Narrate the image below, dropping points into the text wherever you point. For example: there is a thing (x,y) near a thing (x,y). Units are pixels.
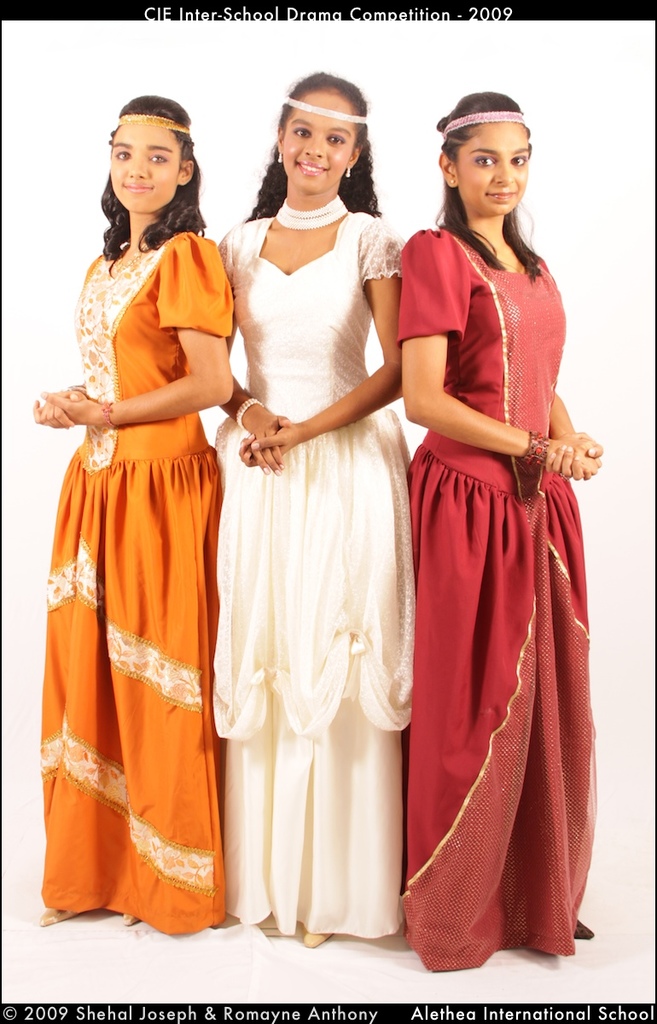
In this image we can see this woman (116,418) wearing orange color dress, this woman (309,552) wearing white color dress (250,349) and this woman (514,436) wearing maroon color dress (478,596) are standing here and smiling. Here we can see the watermark (413,10) on the top (480,10) and bottom of the image (487,1010).
